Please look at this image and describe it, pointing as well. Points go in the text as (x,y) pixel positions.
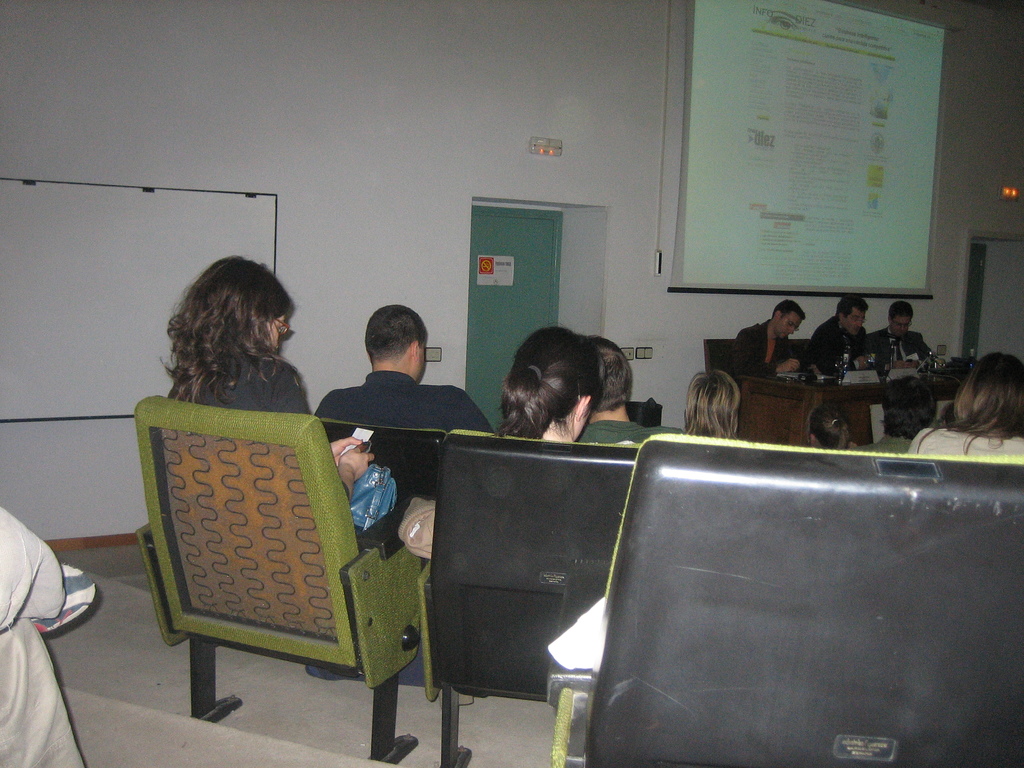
In this picture I can see there are a few people (430,421) sitting in the chairs (727,557) and there a few more people (819,340) sitting on the chairs (712,364) and there is a table (920,373) in front of them, there are few name boards (880,375), water bottles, in the backdrop (732,245) there is a screen (809,114) and there is something displayed on it.
